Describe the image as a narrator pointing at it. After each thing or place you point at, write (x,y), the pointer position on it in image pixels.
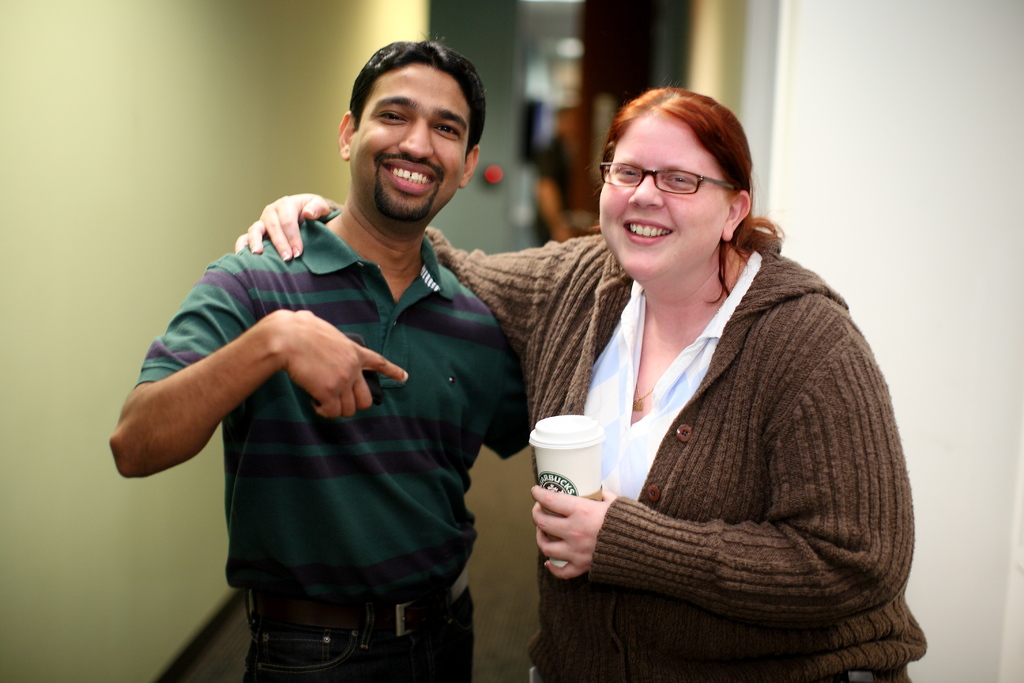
In this image, we can see persons (374,436) in between walls (917,174). These two persons (719,334) are wearing clothes (683,418). There is a person (795,366) on the right side of the image (808,393) holding a cup (572,478) with her hand (580,516).
